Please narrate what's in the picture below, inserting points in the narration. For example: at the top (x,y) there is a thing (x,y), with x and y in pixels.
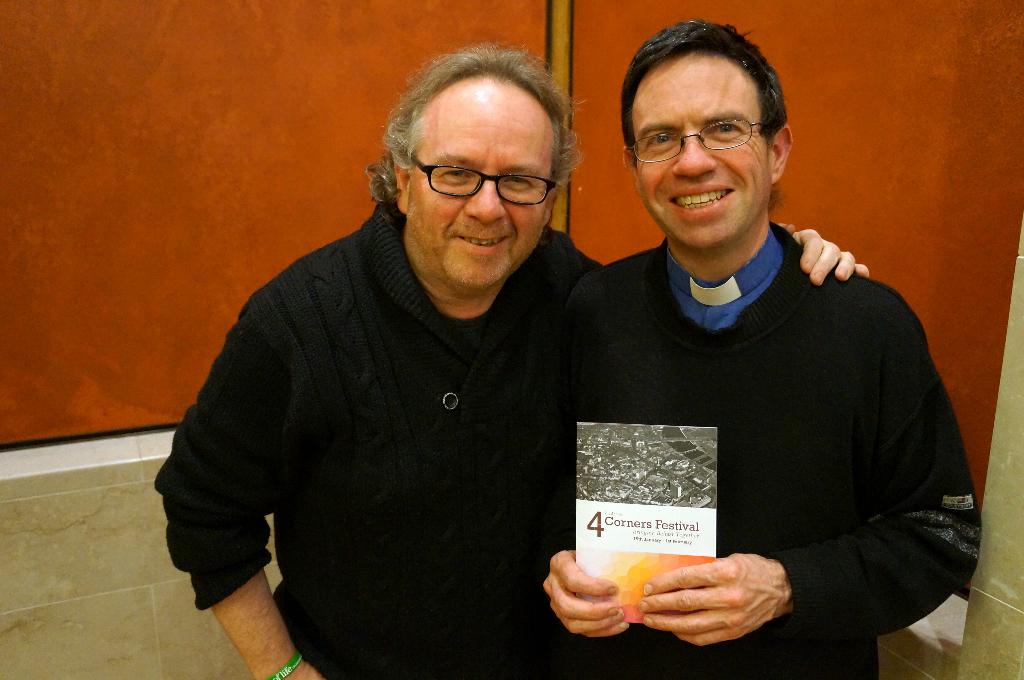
In this image I can see two persons (798,324) standing, the person (768,353) at right (884,357) is wearing blue and black color dress (741,319) and holding the book (626,544) and the person (489,524) at left (331,504) is wearing black color dress (512,529) and the background (270,200) is in brown and white color.
